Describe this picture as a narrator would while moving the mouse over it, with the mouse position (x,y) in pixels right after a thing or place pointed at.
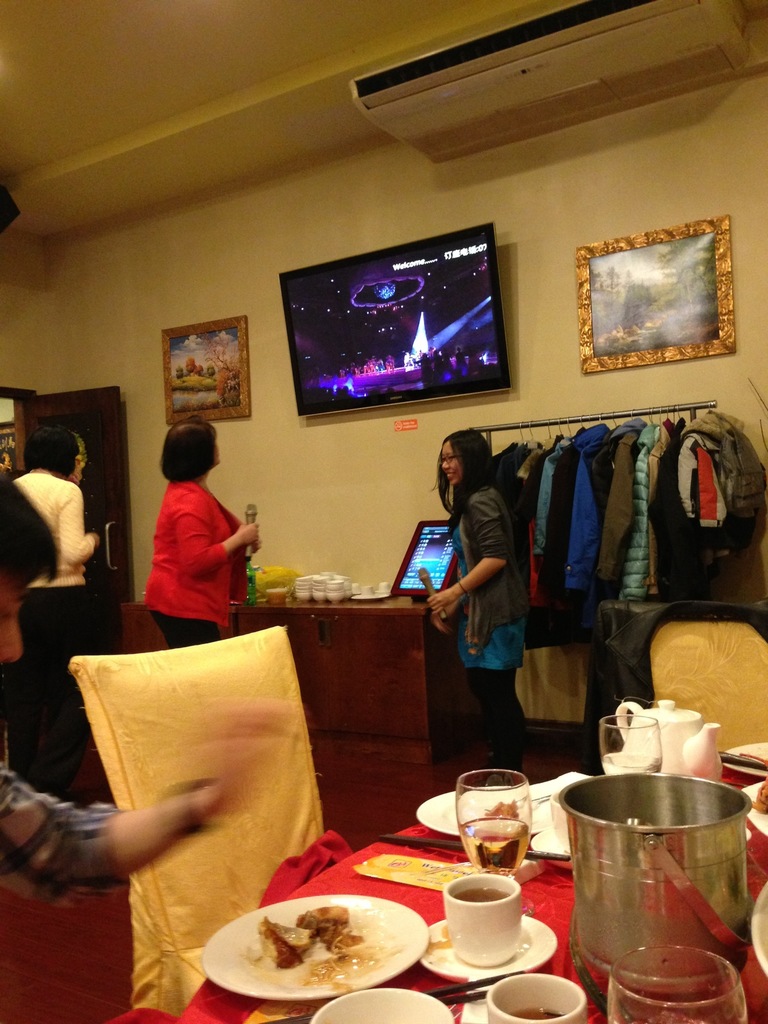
there are three women (239,548) standing. There are two photo frames (638,322) and a TV (436,322) in between them on the wall (485,198). There is an AC vent (488,93) to the top (478,72). There are some clothes (718,437) beside the wall (526,431). There is a dining table (339,878) with chairs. A plate (333,957) with leftover food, a wine glass (488,846), a kettle (683,732) and some other articles (638,823) on the table (567,881).
